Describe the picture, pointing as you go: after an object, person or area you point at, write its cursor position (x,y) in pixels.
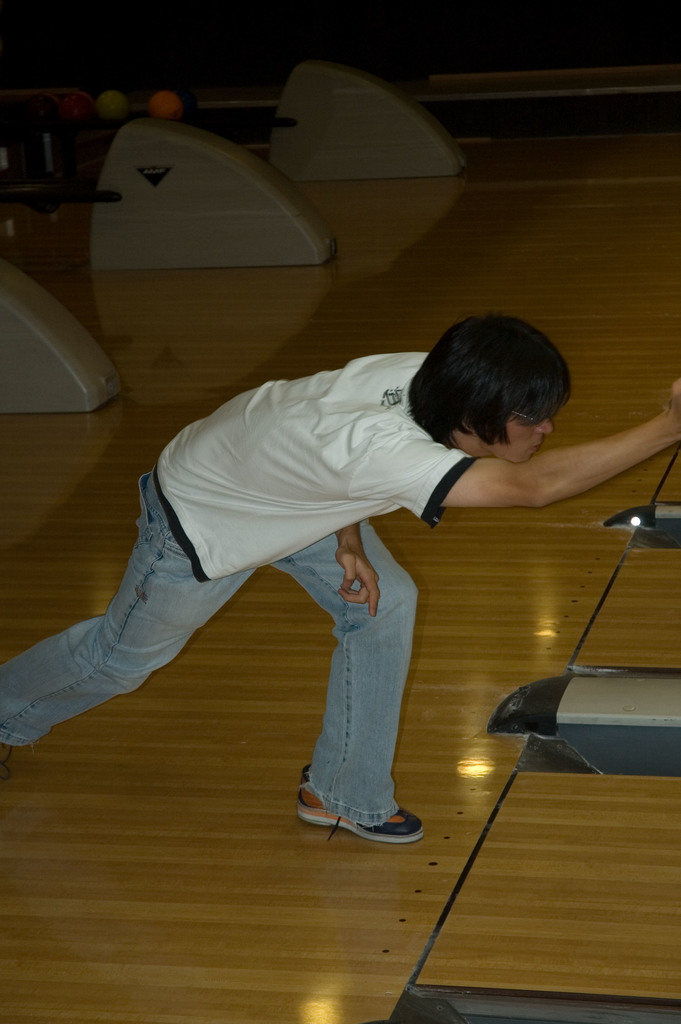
In this picture there is a man (332,407) in the center of the image (407,409), he is playing a game.
